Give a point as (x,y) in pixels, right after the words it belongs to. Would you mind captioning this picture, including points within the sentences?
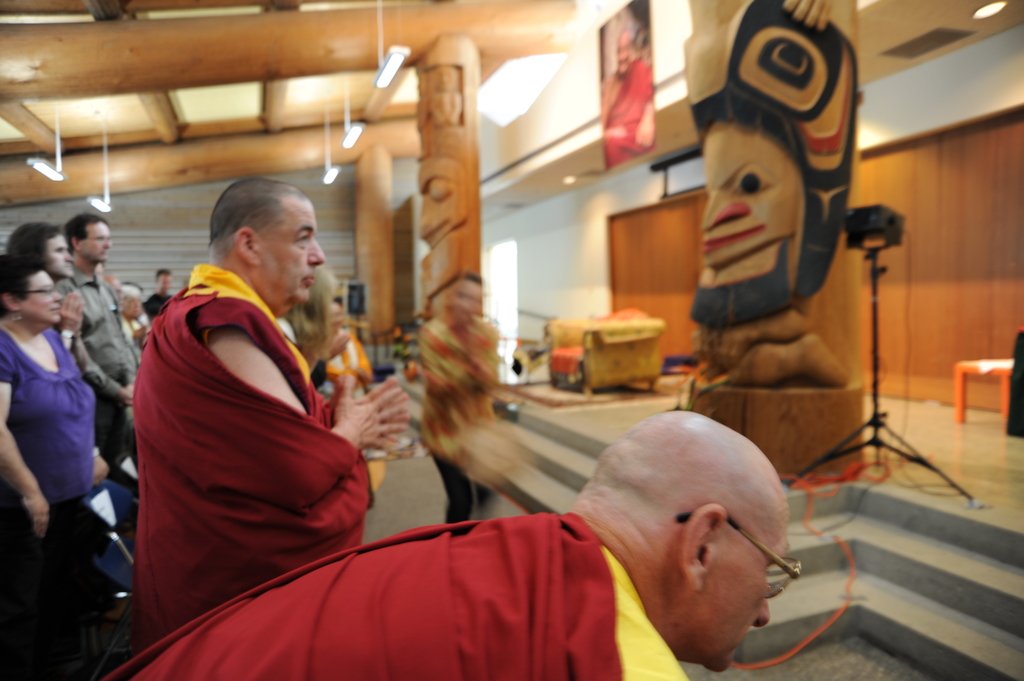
In this image there are group of persons (173,429) standing. On the right side (784,237) there is stand (878,249) which is black in colour and there is a statue (776,184) and there is a frame (609,85) on the wall (600,88) hanging and there is an empty sofa (606,342). On the top (385,201) there are lights (59,133) hanging and there are pillars (436,223) and steps (550,460) and there are wires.
